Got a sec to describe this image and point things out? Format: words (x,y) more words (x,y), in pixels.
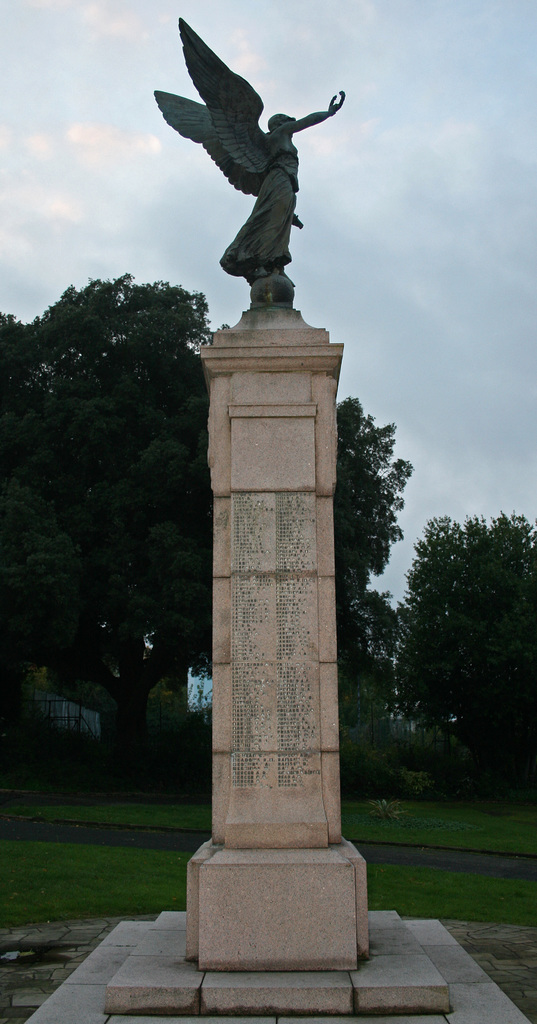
In this image we can see a statue (274,288) on the structure (316,608). In the background (174,692), we can see trees (363,682), plants (395,764) and the grassy land (57,893). At the top of the image (98,116), we can see the sky (417,191) with clouds (401,213).
